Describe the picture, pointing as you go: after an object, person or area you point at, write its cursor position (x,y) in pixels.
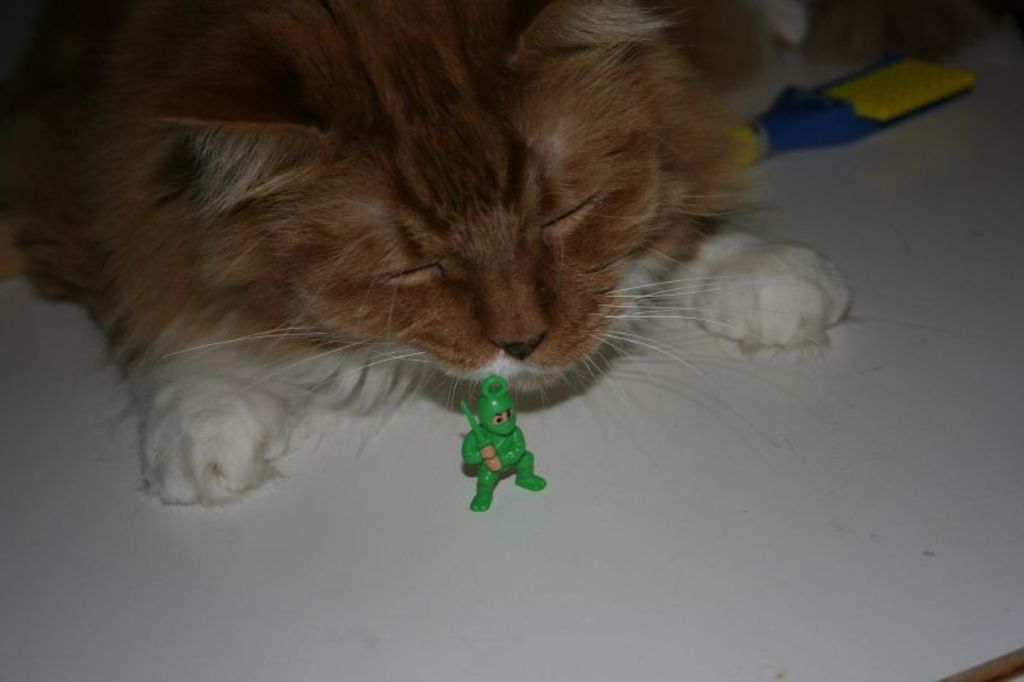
In this picture we can see the cat (180,214) and some objects (501,397) on a white surface (234,621).
